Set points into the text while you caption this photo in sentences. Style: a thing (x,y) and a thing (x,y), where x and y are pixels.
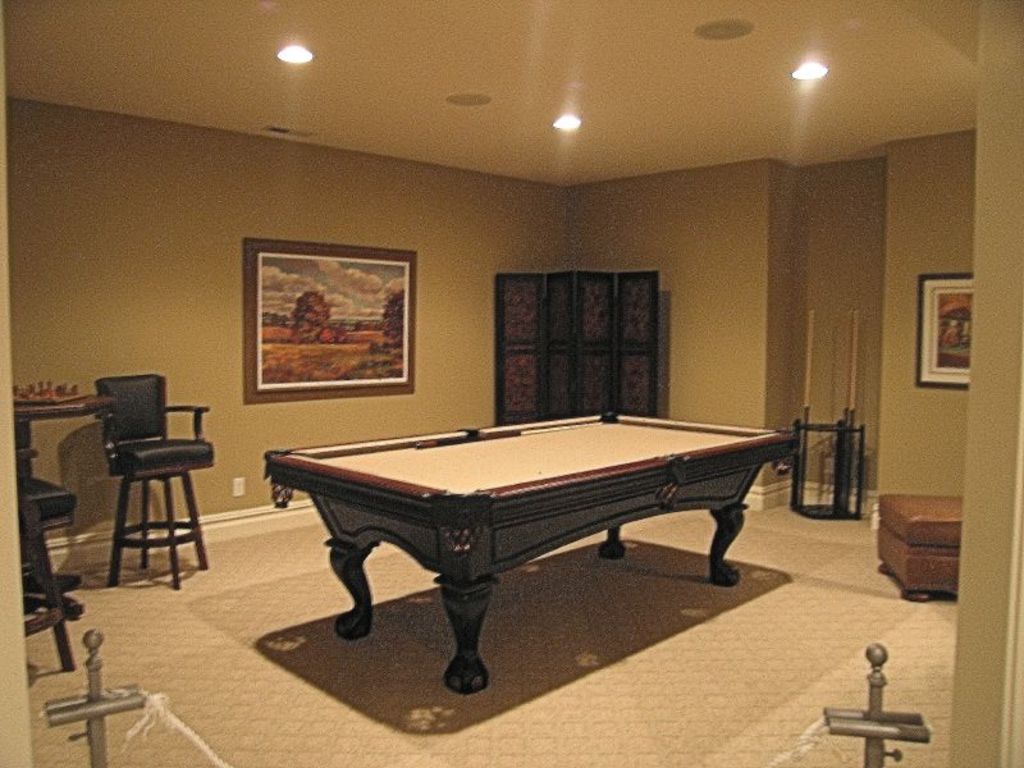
The picture is clicked inside a room (213,253) where there is a wooden snooker table (398,473) and in the background (642,345) we observe a chair (209,443), painting (351,327), designed wall (518,345) and there is a brown color sofa (911,521) to the right side of the image (928,526). There are even lights (809,77) attached to the roof (817,106).
